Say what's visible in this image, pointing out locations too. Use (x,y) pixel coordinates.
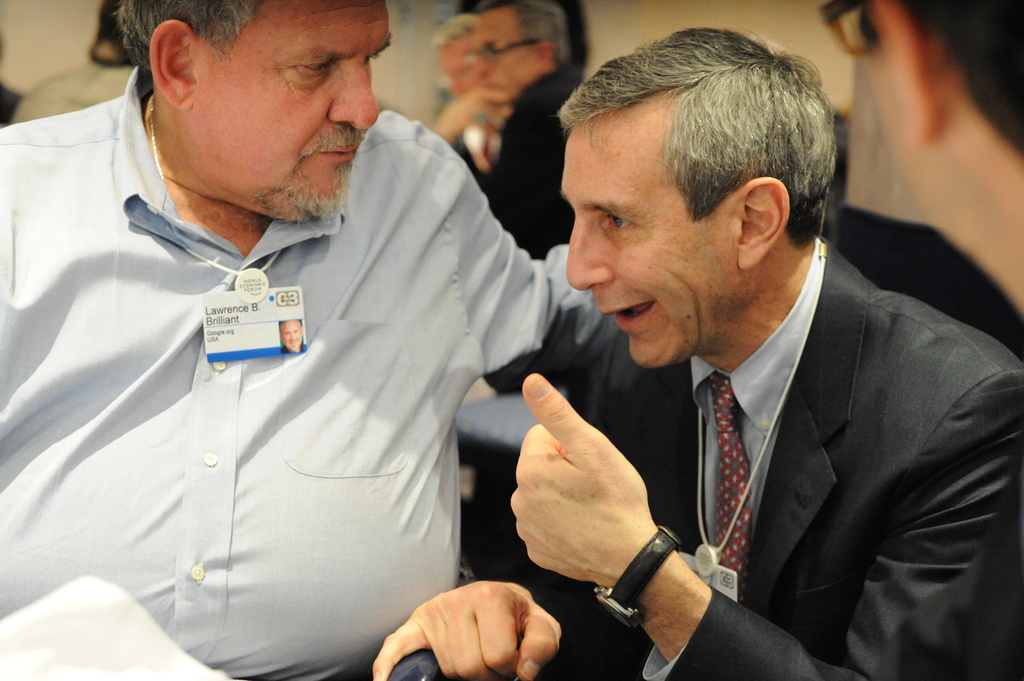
There are two people (338,344) sitting. In the background (506,81) we can see people (522,153).
